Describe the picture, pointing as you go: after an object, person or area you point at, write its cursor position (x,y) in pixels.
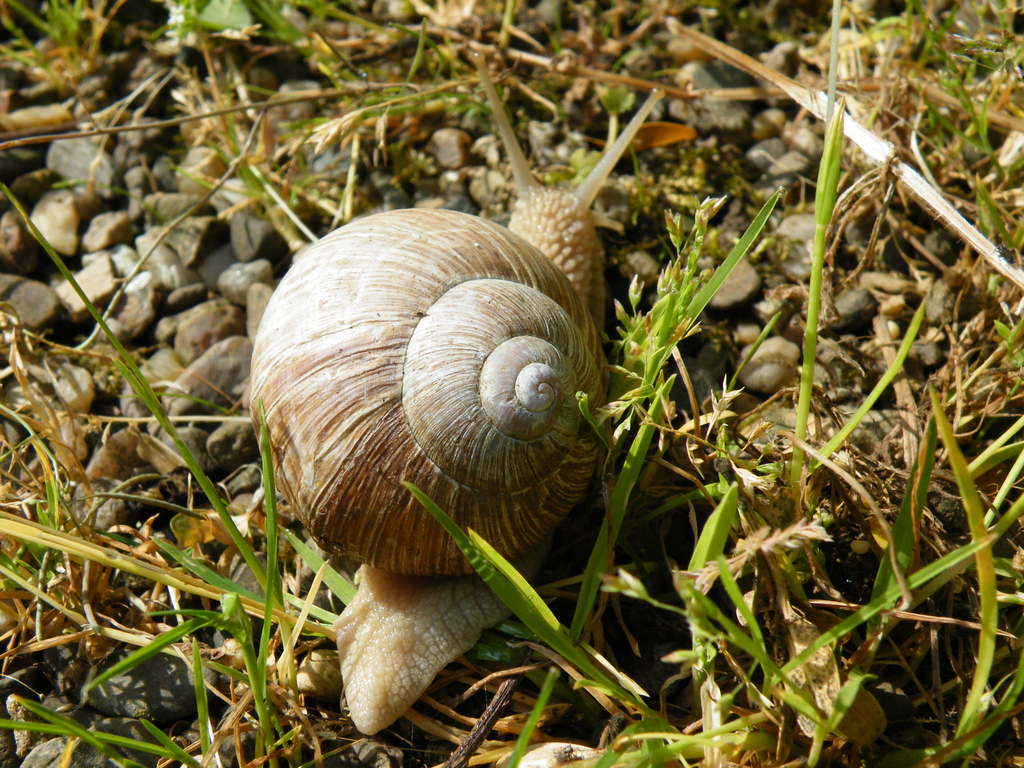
In this image there is a snail (466,472) on the stones (183,289). At the bottom (528,656) there is grass (711,659). There are stones (130,262) on either side of the image.
